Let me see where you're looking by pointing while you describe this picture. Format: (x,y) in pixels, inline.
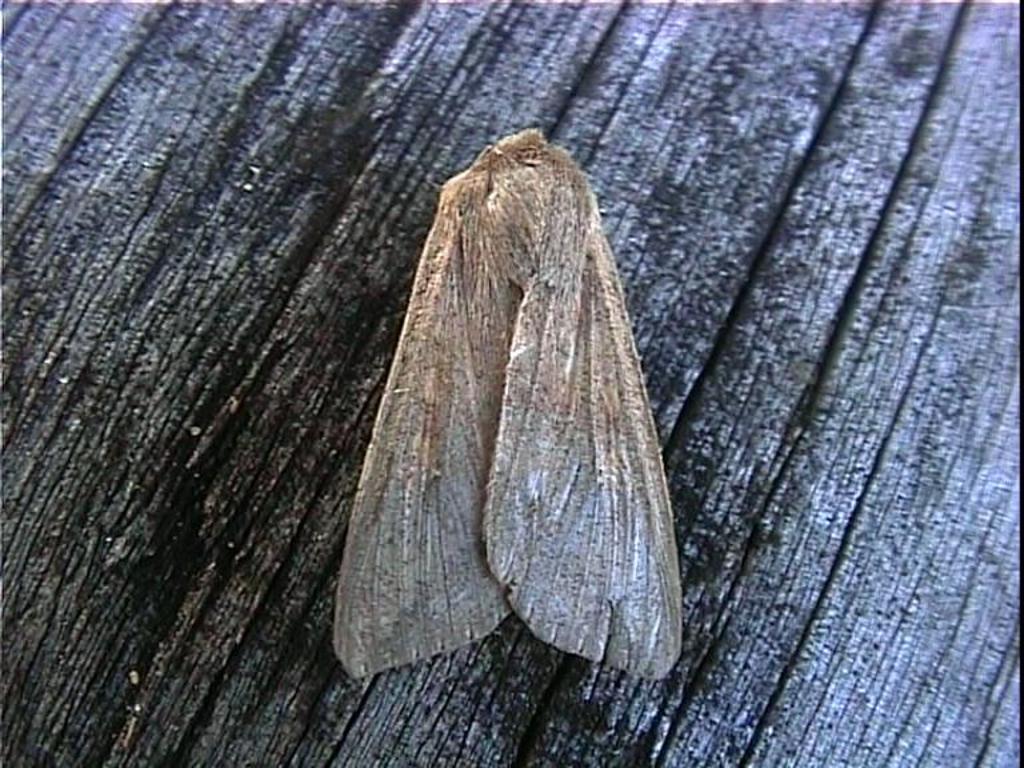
In this picture we can see an insect (581,391) on a wooden platform (206,399).
